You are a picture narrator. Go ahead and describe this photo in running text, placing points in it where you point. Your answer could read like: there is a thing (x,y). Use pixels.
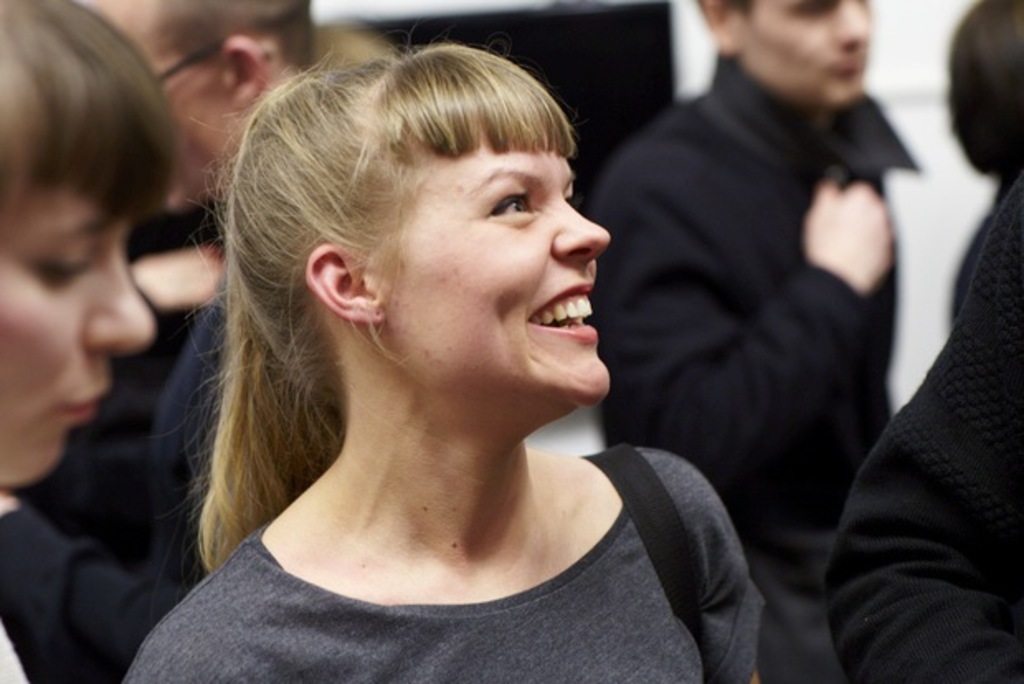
In this image I can see a woman (493,366) wearing grey color top (498,605) is standing and smiling. In the background (663,276) I can see few persons (766,310) standing wearing black colored dresses (728,188).
